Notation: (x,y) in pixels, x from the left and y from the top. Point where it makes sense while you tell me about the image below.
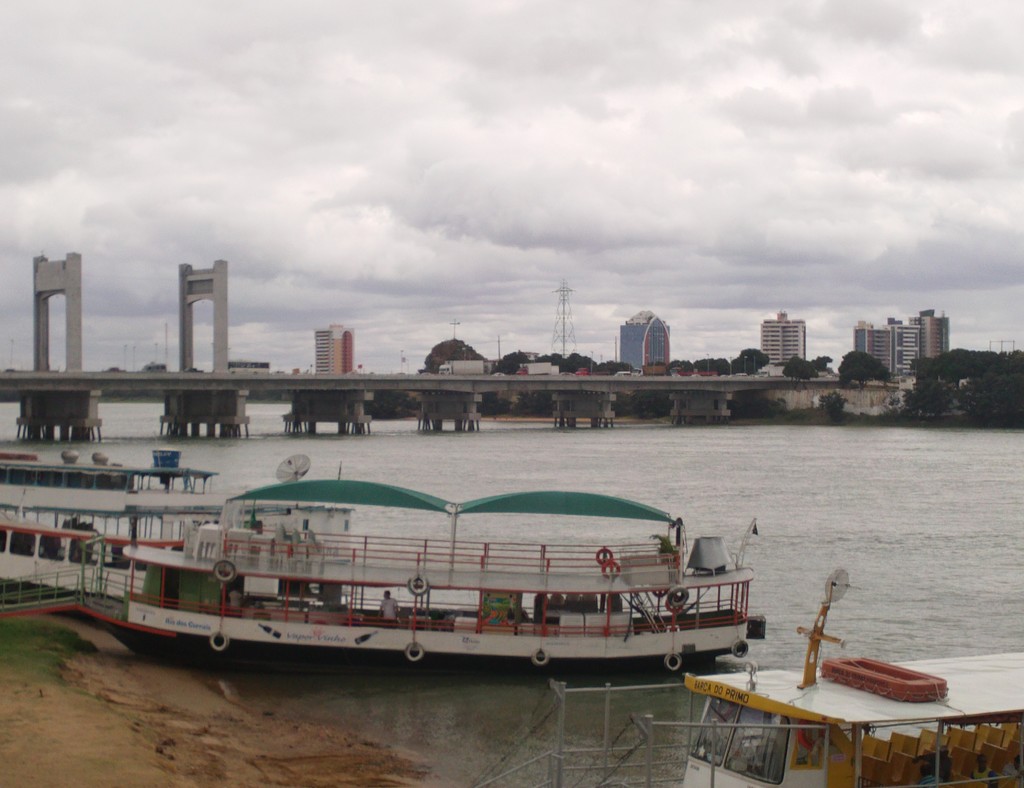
In this picture, we can see boats (704,775), water (785,631), bridge (803,384), ground (315,780), grass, buildings (936,341) and the sky (335,190) with clouds (693,172).
